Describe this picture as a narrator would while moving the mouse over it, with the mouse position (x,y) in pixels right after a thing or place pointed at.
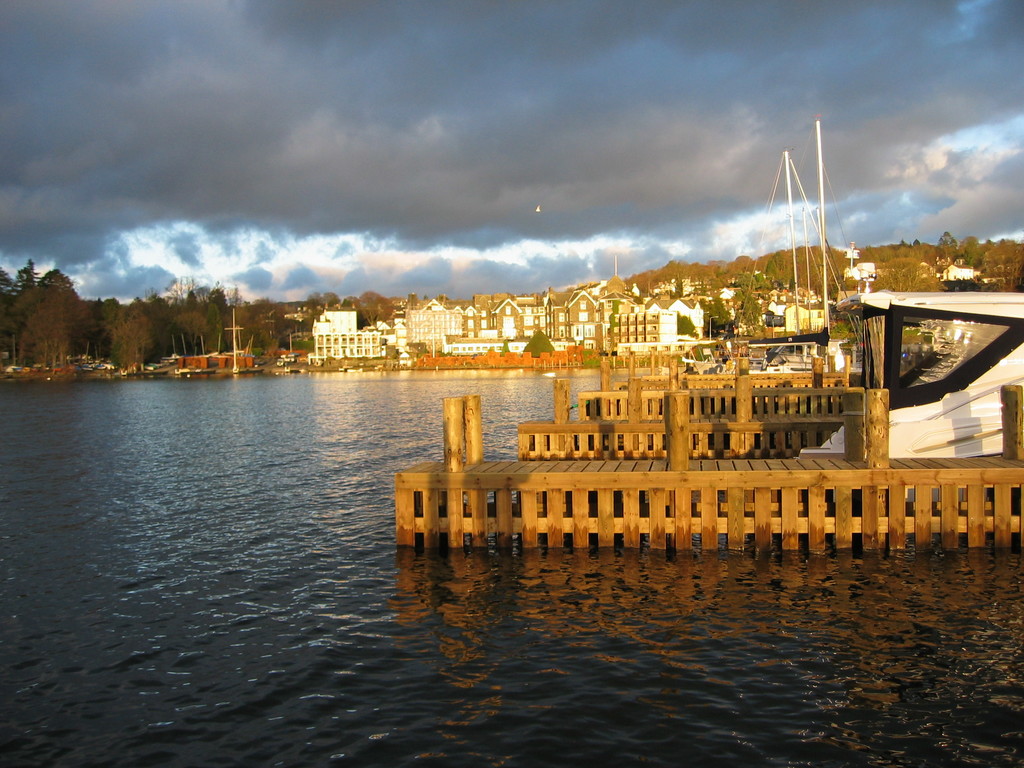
In the picture I can see the wooden walkway bridge constructions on the right side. I can see the ships (955,366) in the water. In the background (651,316), I can see the buildings (654,323) and trees (766,263). There are clouds (552,130) in the sky (640,137).
